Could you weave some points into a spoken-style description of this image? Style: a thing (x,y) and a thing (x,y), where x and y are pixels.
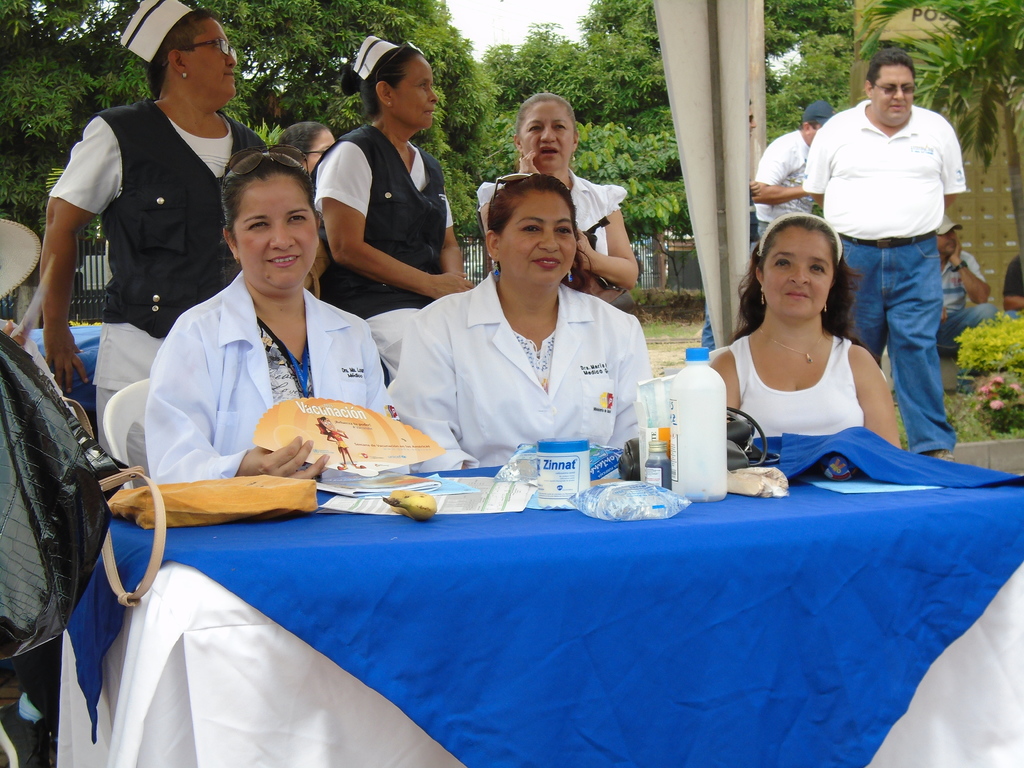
in the picture there are three women (491,382) sitting on chair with the table (440,660) in front of them there are some people (381,218) standing back of them there are some trees (499,158).
